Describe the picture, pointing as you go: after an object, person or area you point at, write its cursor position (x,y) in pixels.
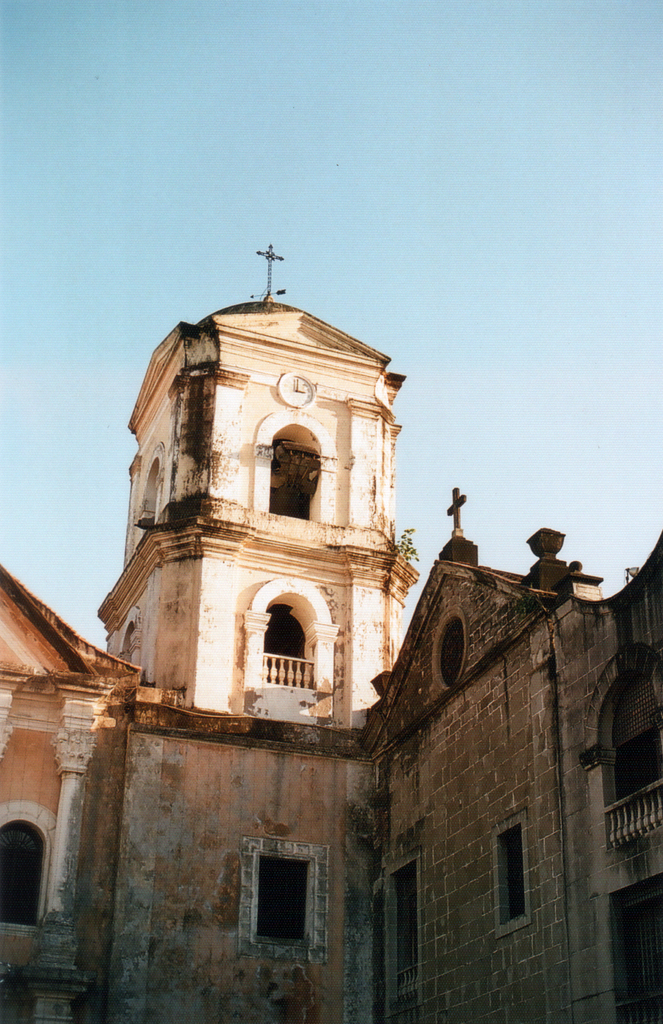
In this image we can see the outside view of a church building (286,648).
